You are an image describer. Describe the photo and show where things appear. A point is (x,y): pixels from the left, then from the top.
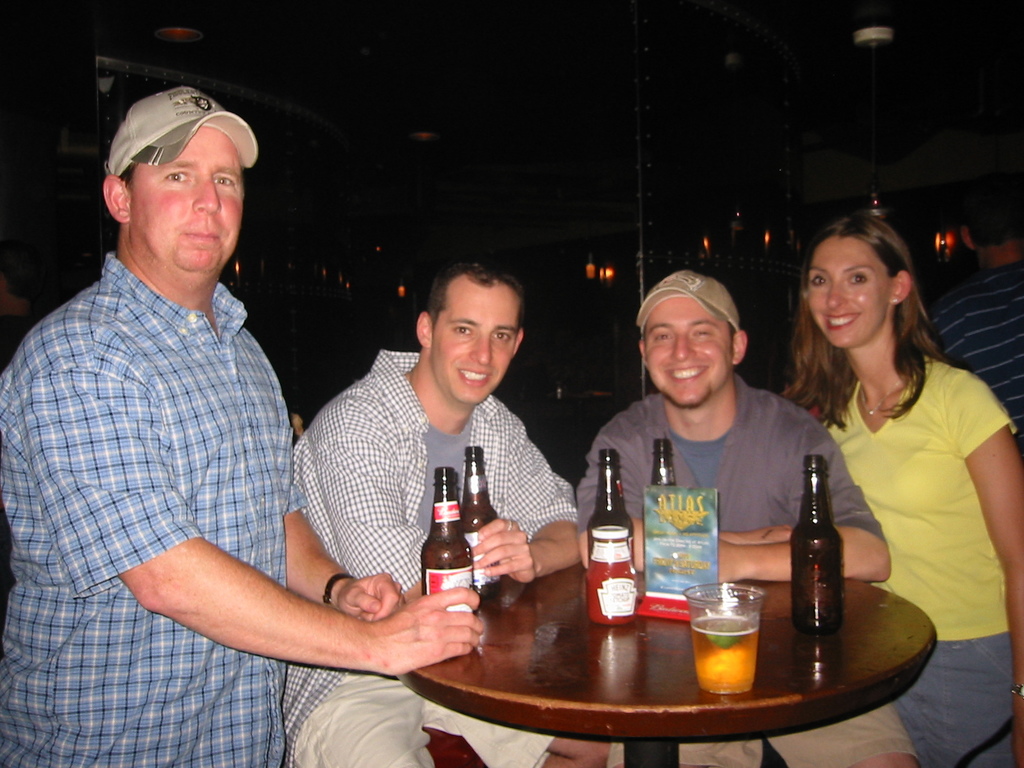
In this picture, we see three people (606,443) sitting or standing around the table (531,640) on which five alcohol bottles (659,454), a glass (752,629) containing beer (711,634) and card (681,536) are placed on the table (564,677) and all the three of them are smiling. Beside them, man (151,403) in blue check shirt (98,406) who is wearing white cap (166,135) is standing near the table (537,665).
